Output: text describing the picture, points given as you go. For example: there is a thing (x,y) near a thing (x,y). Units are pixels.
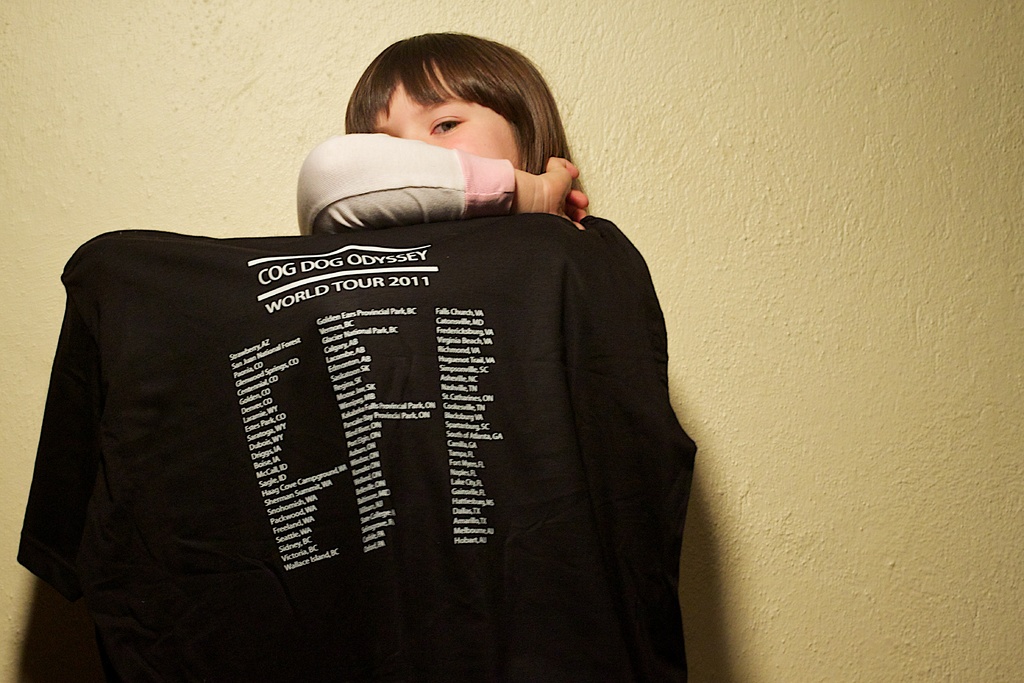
In the picture we can see a girl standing near the wall (792,220) and she is covering her face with a hand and a black colored cloth (119,305) with some information (357,402) on it.
